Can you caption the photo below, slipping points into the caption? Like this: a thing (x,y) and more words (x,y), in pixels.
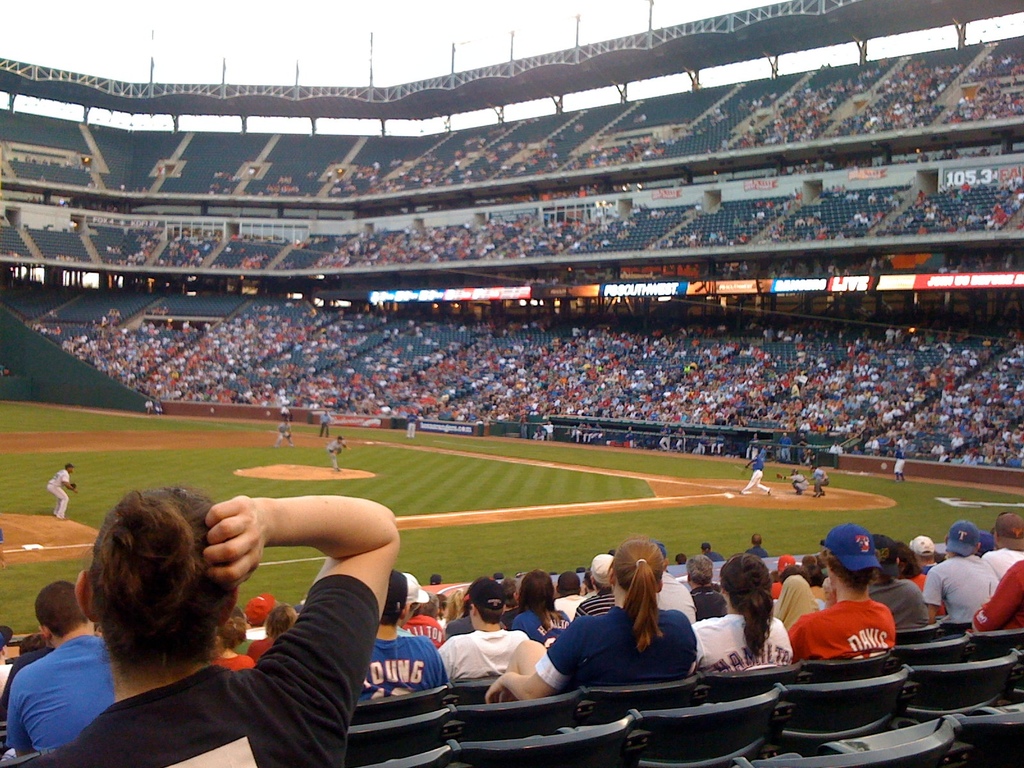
In this image we can see a stadium (711,330), few people (839,380) are sitting on the chairs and few people (806,477) are playing in the ground (590,495), there are few boards (947,288) with text (423,290) and a shed (454,73).
